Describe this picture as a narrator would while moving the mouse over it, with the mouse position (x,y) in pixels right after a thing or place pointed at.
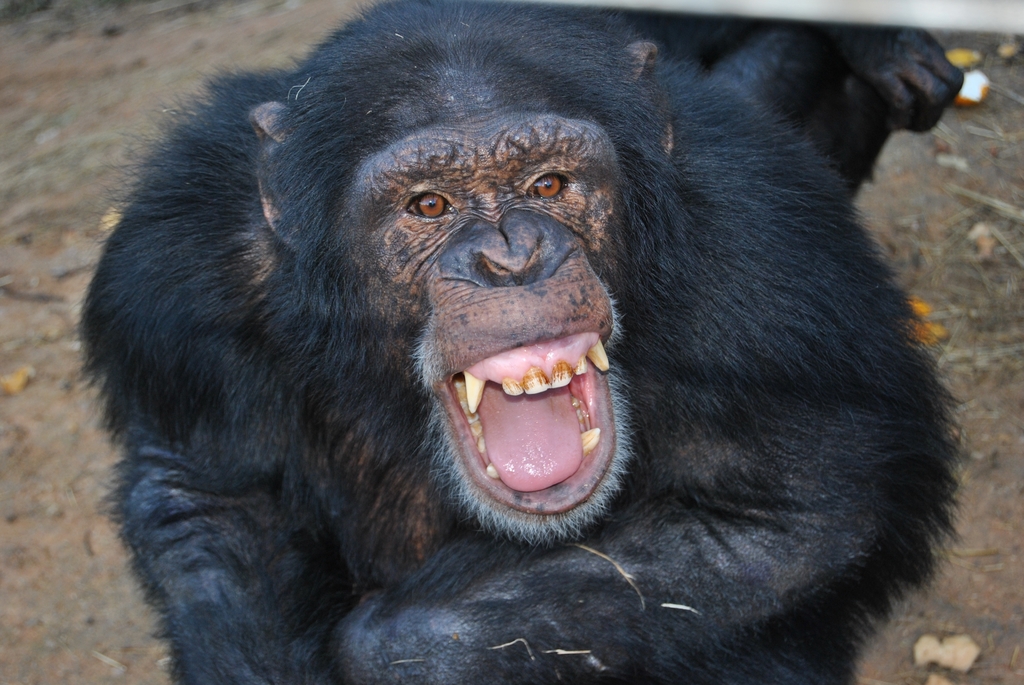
In this image, this looks like a chimpanzee (858,541), which is black in color. I can see the dried leaves (931,653) lying on the ground (26,259).
